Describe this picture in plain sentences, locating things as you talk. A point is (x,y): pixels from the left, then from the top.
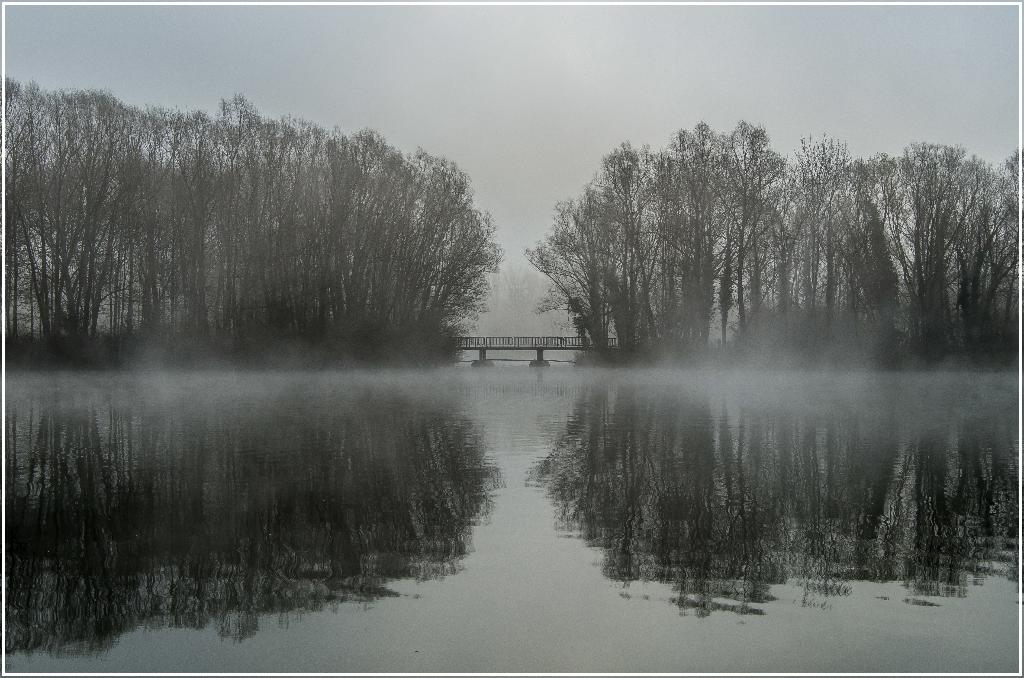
At the bottom of the image (281,625) we can see water (332,385). In the middle of the image (614,316) we can see some trees (9,210) and bridge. At the top of the image (583,19) we can see the sky (127,29).
